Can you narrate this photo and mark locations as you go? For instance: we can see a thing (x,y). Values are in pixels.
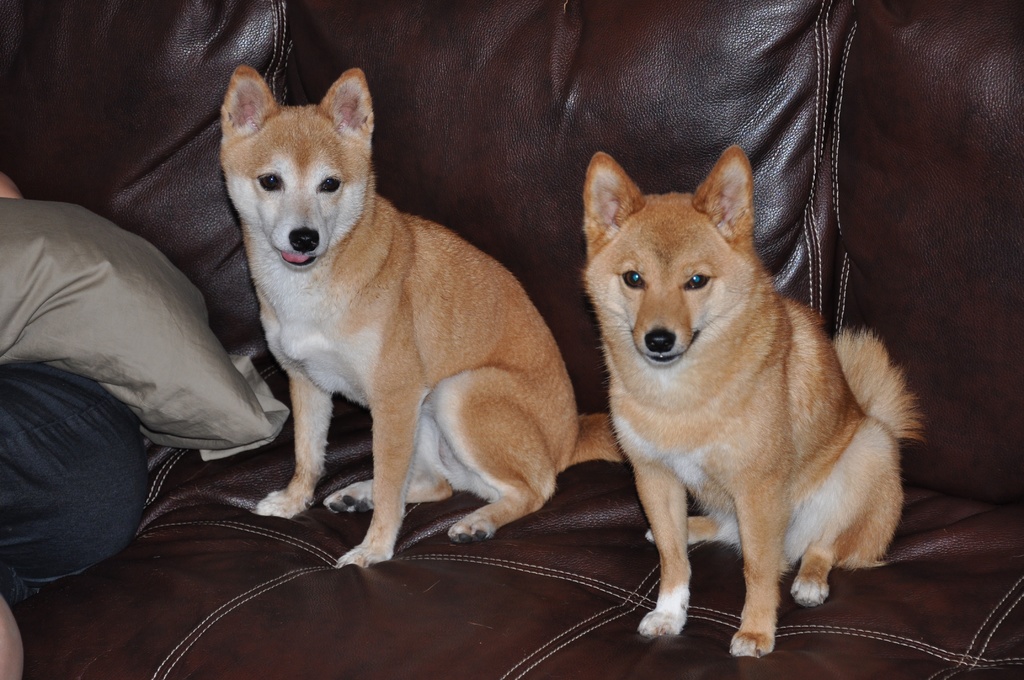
In this image there are two animals (473,421) on the couch (603,466), beside them there is a cushion (119,353) on a person's leg (61,375).
